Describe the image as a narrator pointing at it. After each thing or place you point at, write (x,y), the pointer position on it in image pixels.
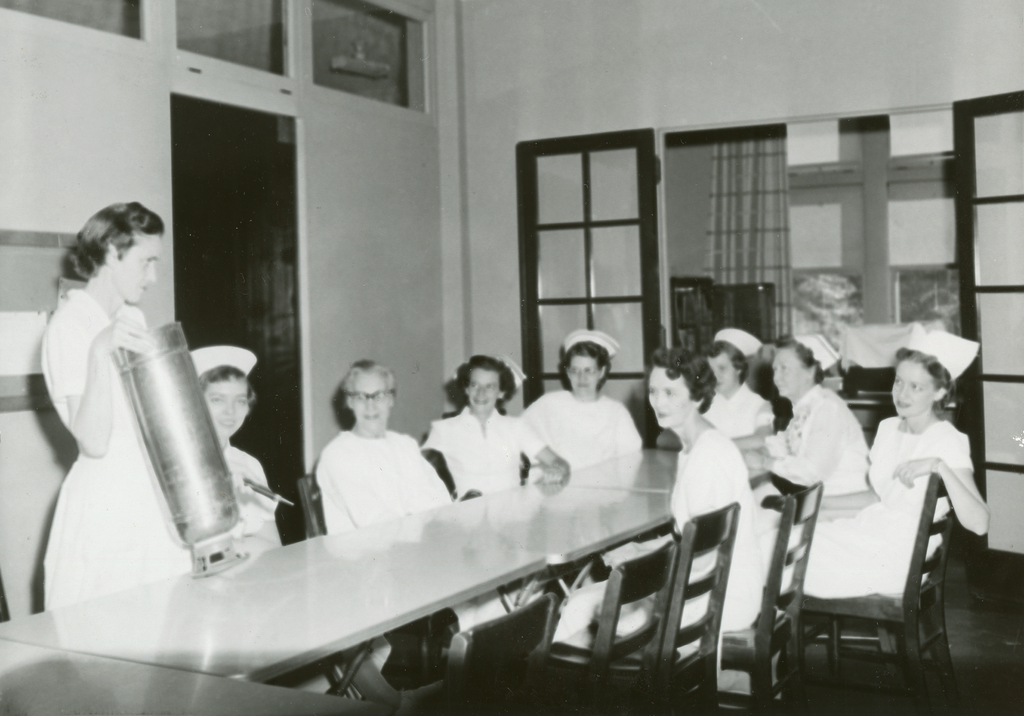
In this picture I can see few people (588,426) are sitting in the chairs (714,522) and I can see a woman (117,424) standing and holding something in her hand (115,375) and I can see glass doors (653,255) and tables (362,623).
